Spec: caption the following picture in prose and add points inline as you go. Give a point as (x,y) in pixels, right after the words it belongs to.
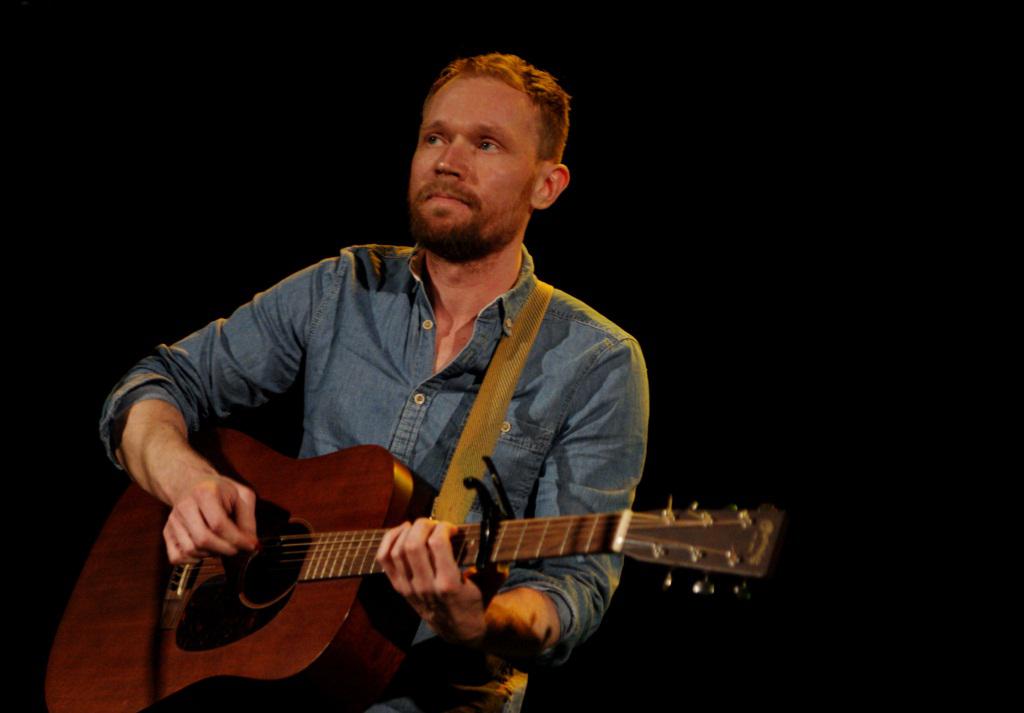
In the center (420,390) we can see man (435,564) holding guitar (348,496).
